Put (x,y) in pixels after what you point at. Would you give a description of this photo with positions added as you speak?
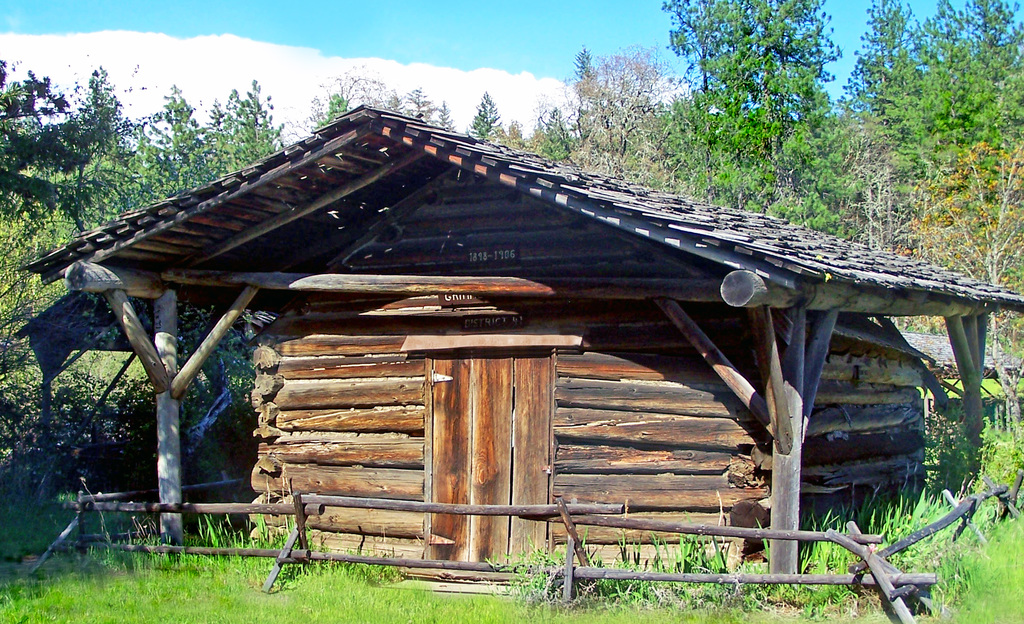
In this image we can see wooden shed (492,288), trees (622,123), grass (30,605) and sky (275,64) with clouds (328,60).
